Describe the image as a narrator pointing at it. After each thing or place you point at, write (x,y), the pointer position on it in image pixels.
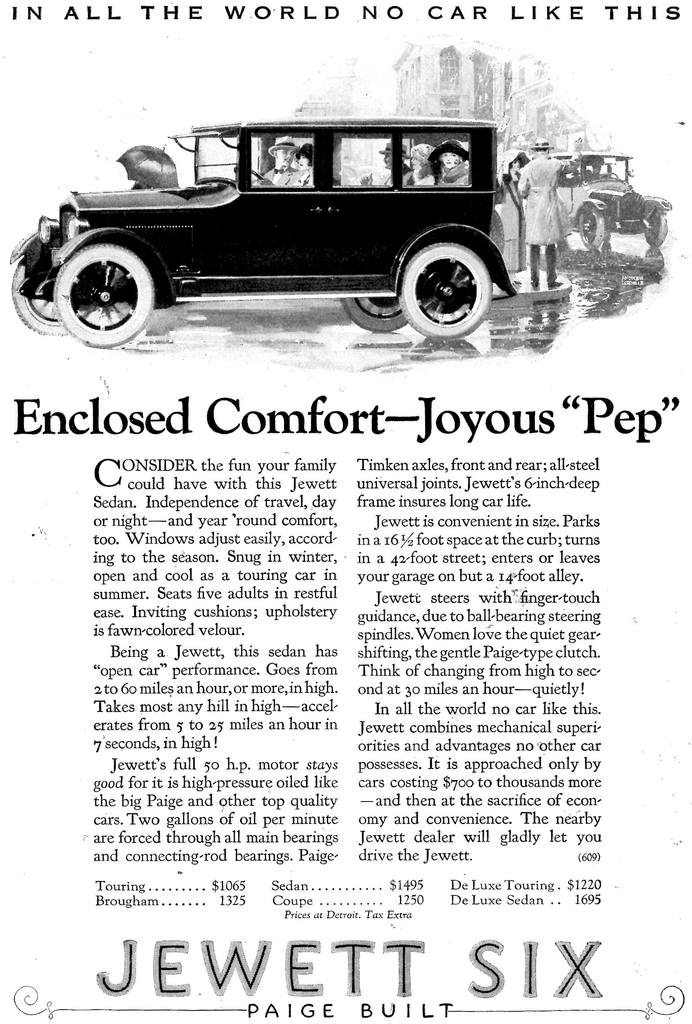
In this image we can see an article (303,527) and a picture (346,299) of a car (386,228).
